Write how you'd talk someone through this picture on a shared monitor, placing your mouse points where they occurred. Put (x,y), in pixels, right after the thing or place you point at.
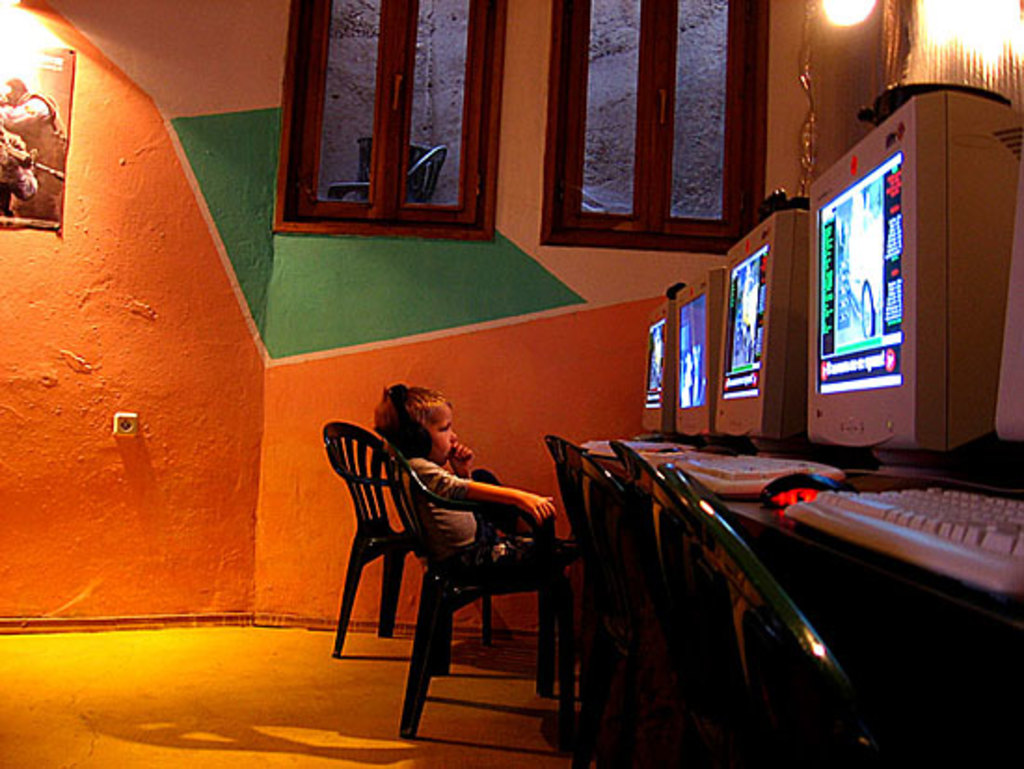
There is a kid (456,532) sitting on chair (551,601) and wired headset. We can see monitors (949,421), keyboards (1014,505) and mouse (787,483) on table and chairs (419,478). We can see poster (66,132) on wall (418,348), lights (5,0) and floor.
